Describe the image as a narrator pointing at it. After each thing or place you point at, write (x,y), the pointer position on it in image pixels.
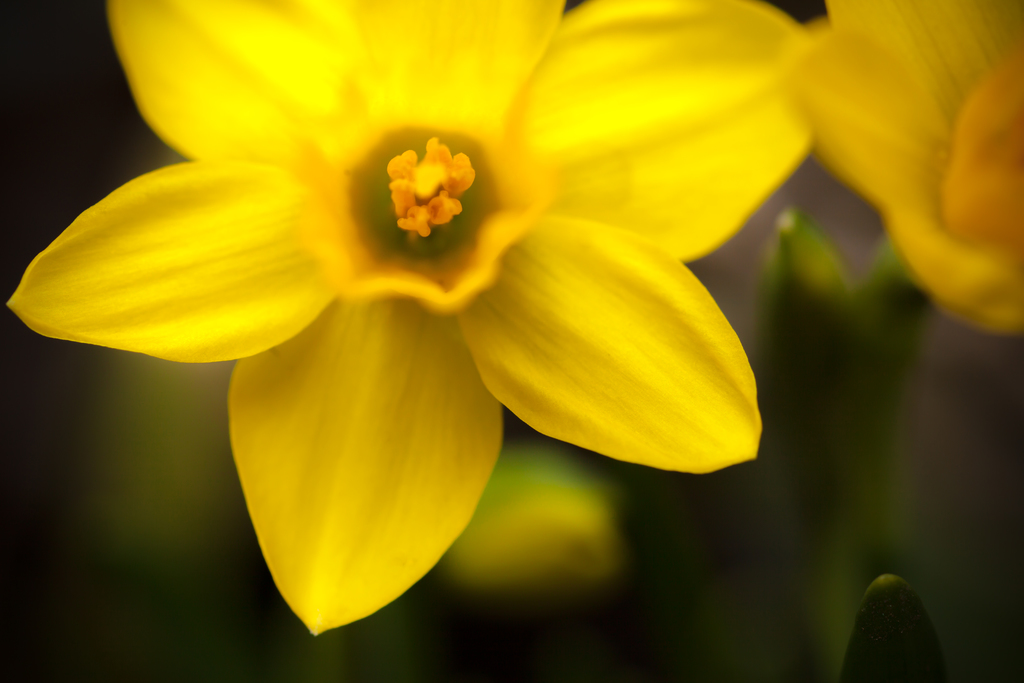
This is a zoomed in picture. At the top (640,75) we can see the yellow color flowers (591,165). The background of the image (831,296) is very blurry and we can see the stems (877,308).
